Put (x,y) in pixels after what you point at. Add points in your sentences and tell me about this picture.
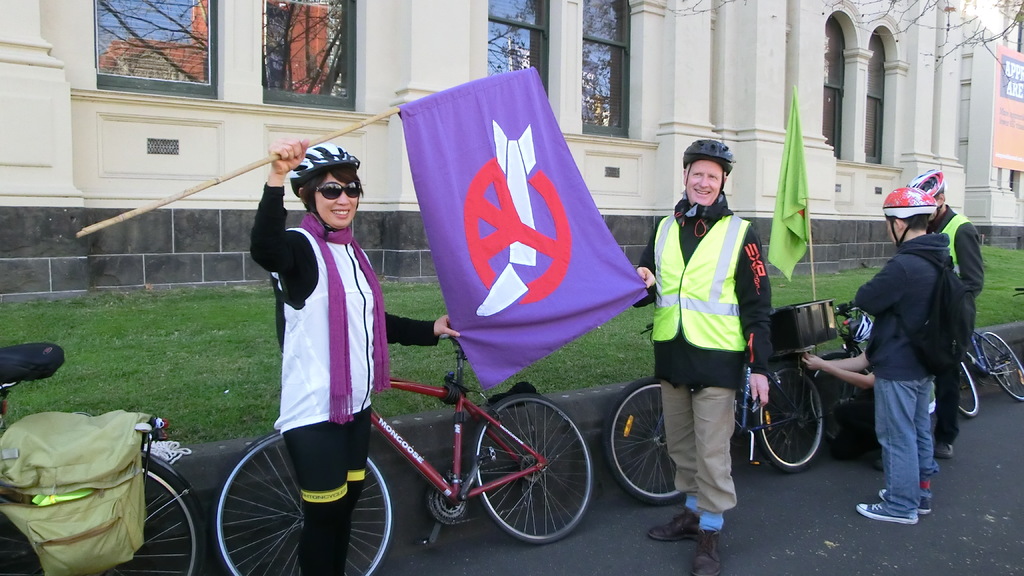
In this image, we can see people (338,207) and some are holding a flag (483,236) and are wearing coats (756,259) and helmets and we can see bicycles (466,402) on the road (648,536) and there is a bag (106,439) and an other flag (796,251). In the background (725,74), there is a building (823,59) and we can see a board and there are windows (620,65) and doors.
